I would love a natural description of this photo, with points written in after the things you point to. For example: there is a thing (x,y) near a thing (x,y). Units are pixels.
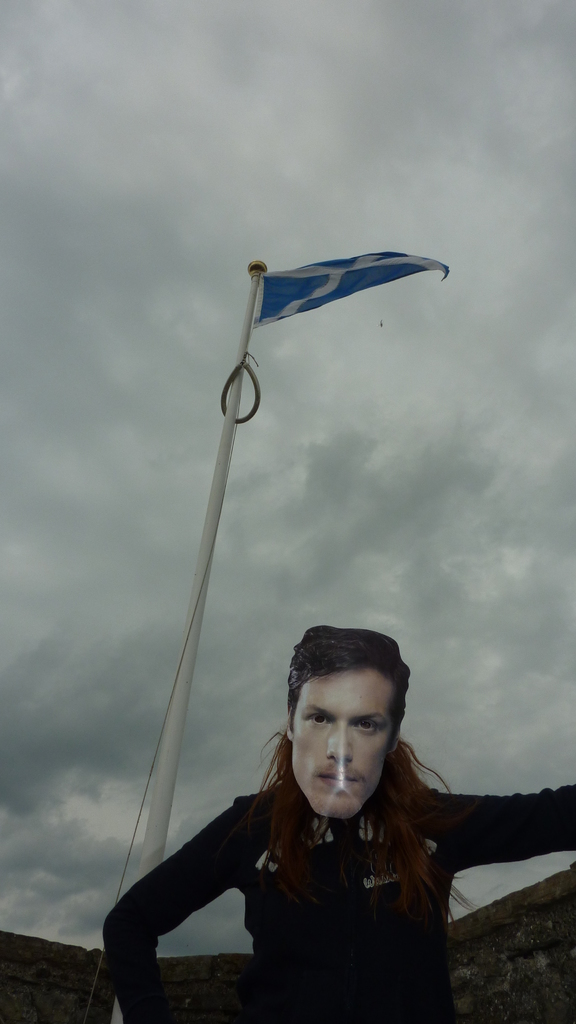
In front of the image there is a person (284,861), behind the person (170,898) there is a flag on the pole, behind the flag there is a rock fence (471,953) and in the sky (269,460) there are clouds (269,460).
